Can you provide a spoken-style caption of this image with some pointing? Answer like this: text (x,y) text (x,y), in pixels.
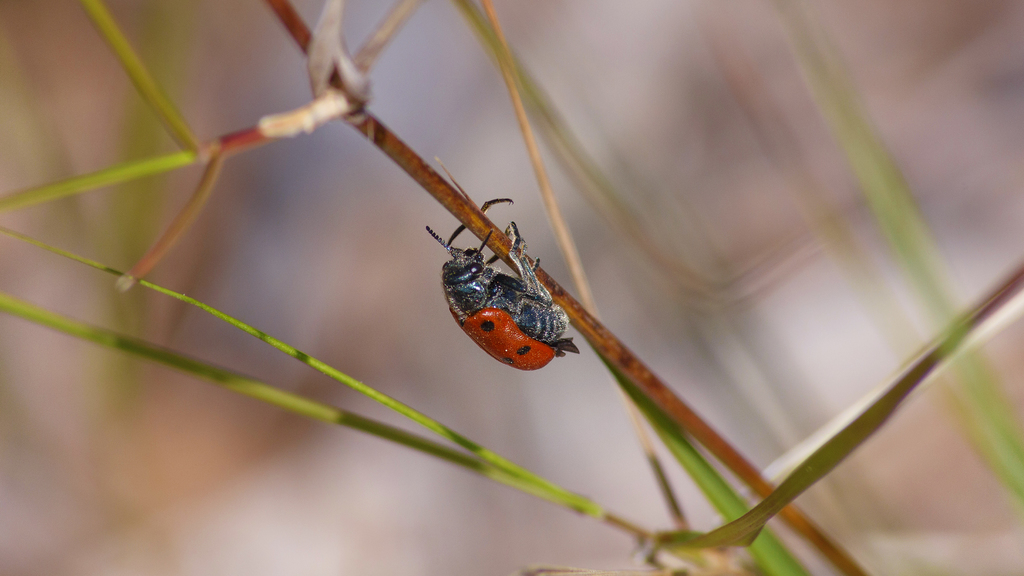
In this image there is an insect (493,288) on the grass (699,427).
